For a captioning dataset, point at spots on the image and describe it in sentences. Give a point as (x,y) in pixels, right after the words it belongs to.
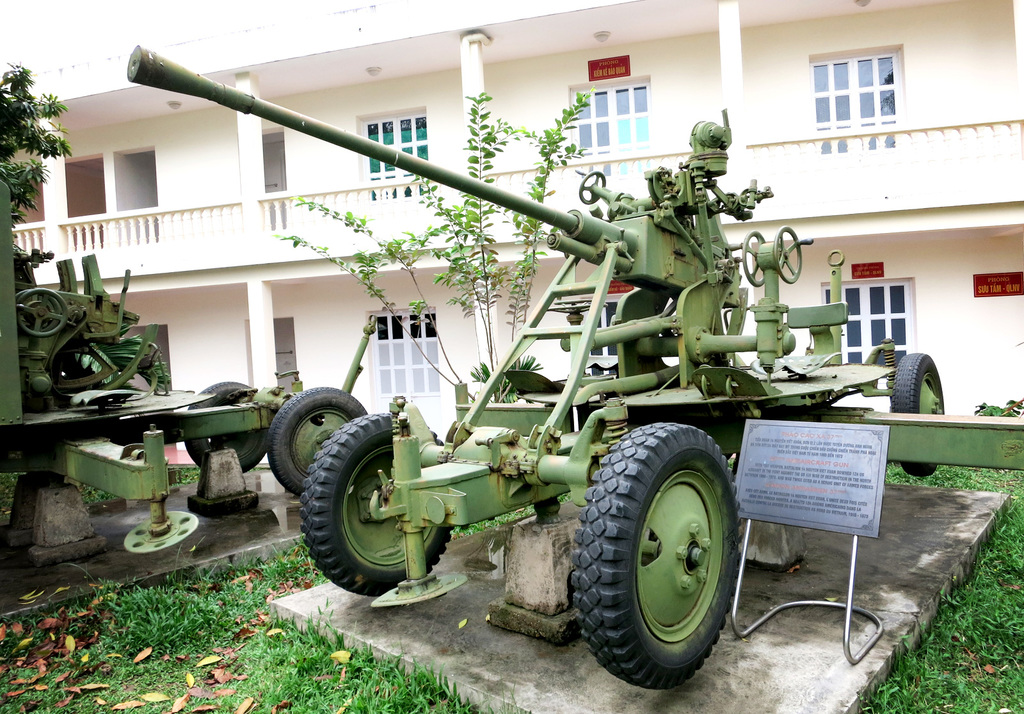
In the picture I can see vehicles (279,428) which are green in color. I can also see the grass (180,646) and an object (842,494) which has something written on it. In the background (517,179) I can see a building (508,175) which has windows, pillars (251,197) and some other objects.
